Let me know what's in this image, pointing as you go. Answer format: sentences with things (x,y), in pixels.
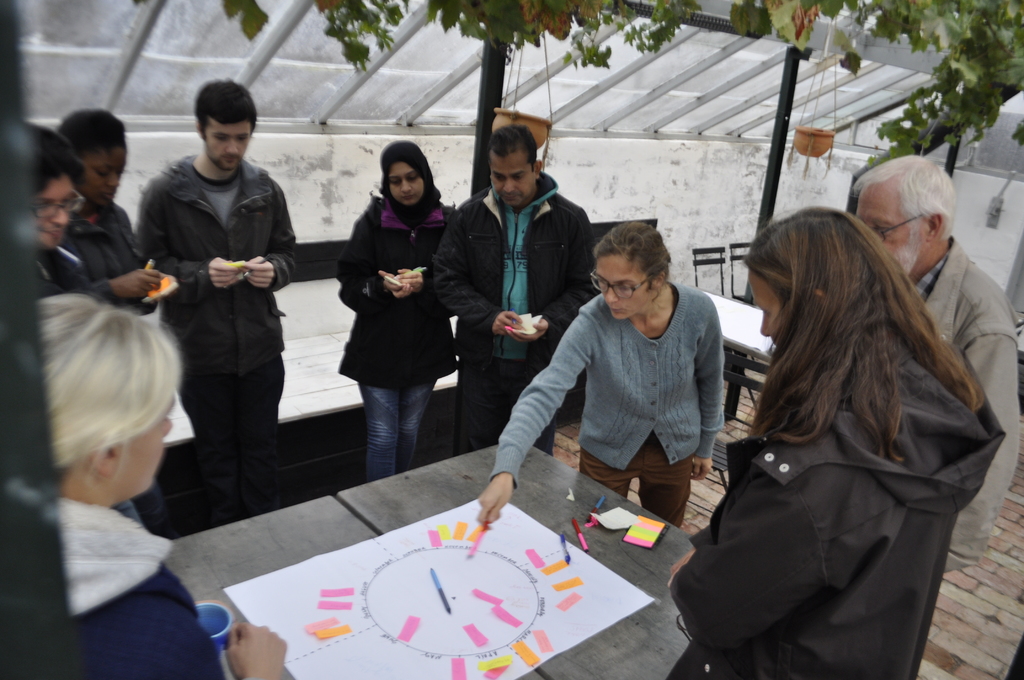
In this image i can see few people (248,291) standing around the table (638,558), On the table (483,616) i can see a sheet (460,580), pen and few pieces of papers (647,536). In the background (800,150) i can see flower pot (821,130) and plant (954,49).
